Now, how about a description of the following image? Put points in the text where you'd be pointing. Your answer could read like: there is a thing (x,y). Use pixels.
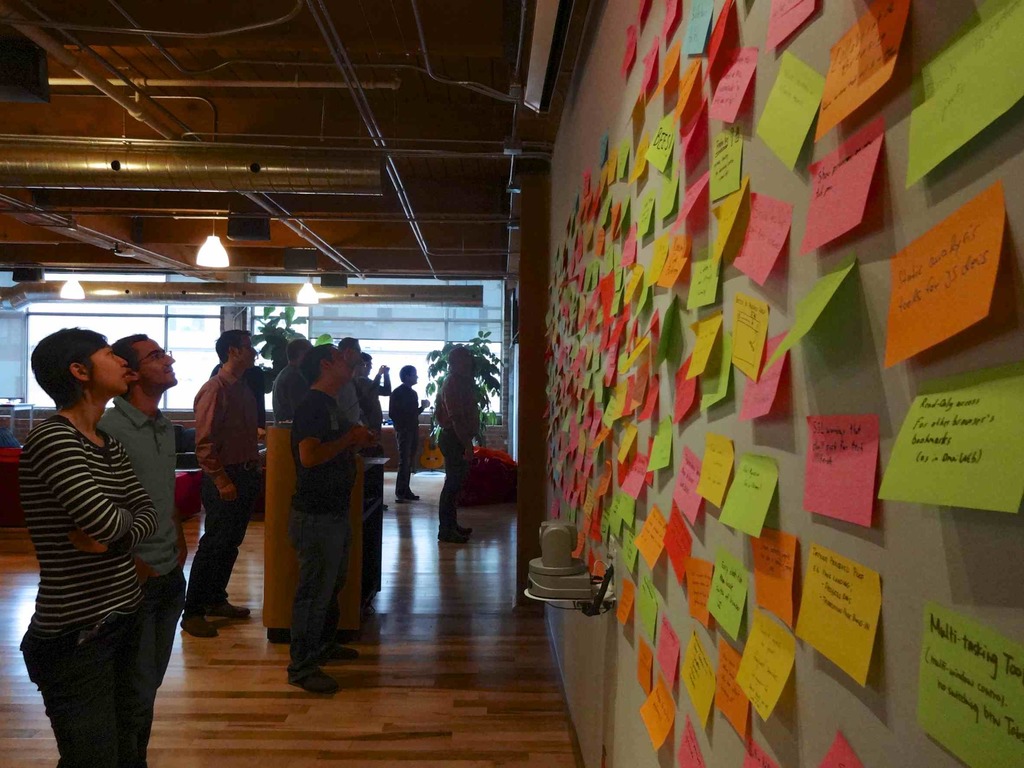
In this image we can see a group of persons (346,463) are standing on the floor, in front (1016,356) there is a wall (718,282), and sticky notes (593,293) on it, at above there are lights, there are flower pots (437,351), at above there is the roof (141,193).
